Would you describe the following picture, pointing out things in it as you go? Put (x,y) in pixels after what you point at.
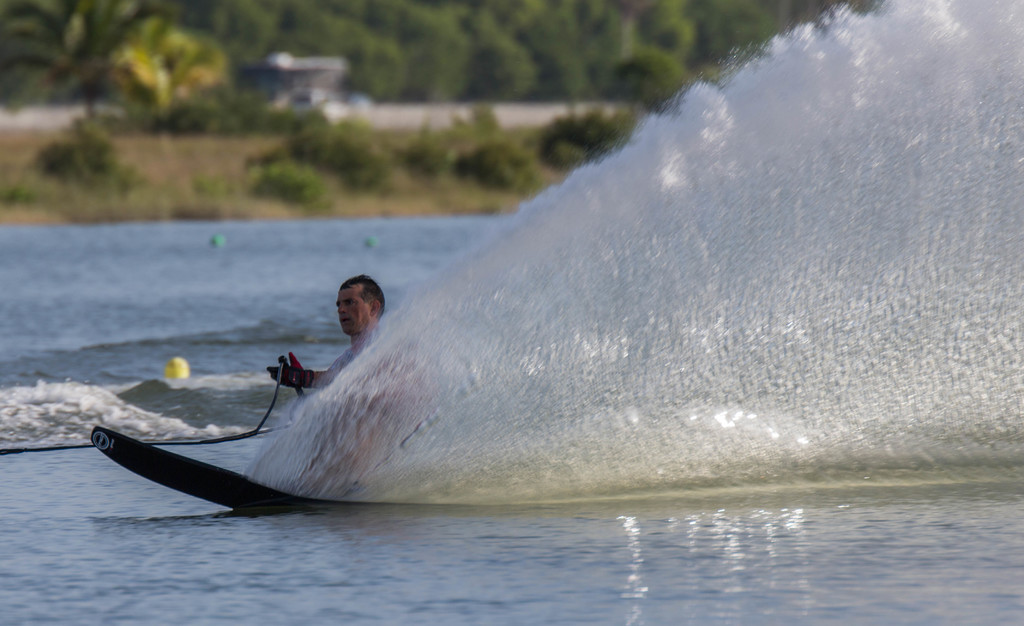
In the image there is a man (369,364) wakeboarding on the water surface (270,288), behind him there are many trees (574,87).
